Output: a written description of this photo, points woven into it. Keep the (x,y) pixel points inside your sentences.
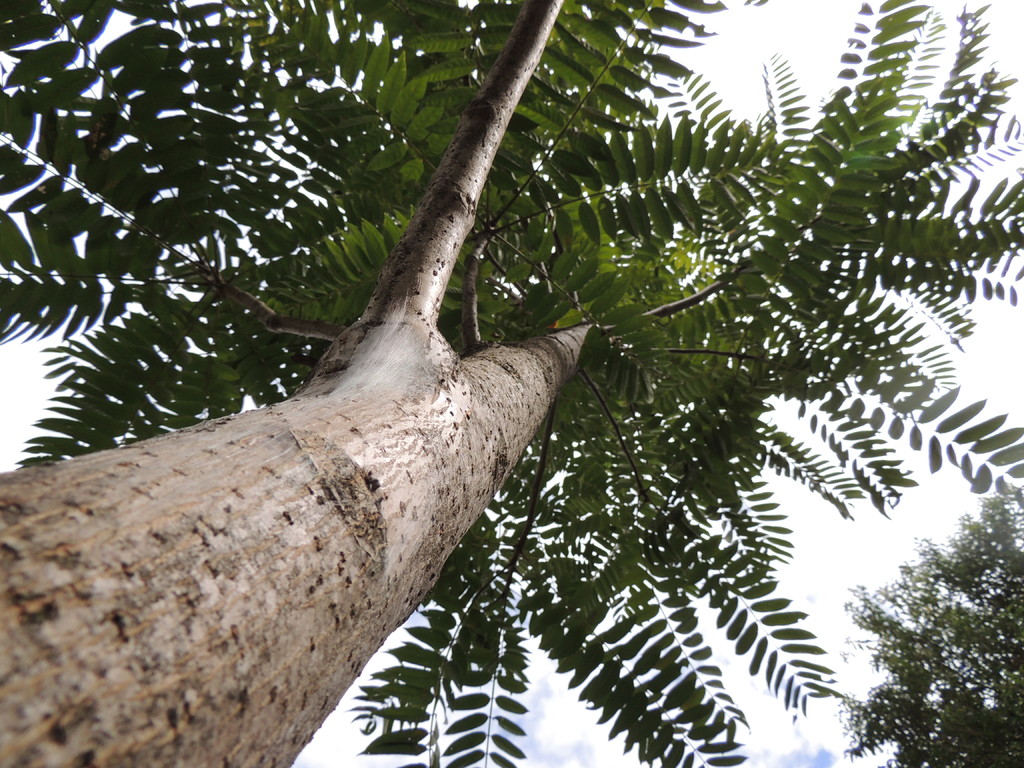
In this picture there is a big tree (458,324) in the center of the image (525,378) and there is another tree (910,705) in the bottom right side of the image (895,704).
